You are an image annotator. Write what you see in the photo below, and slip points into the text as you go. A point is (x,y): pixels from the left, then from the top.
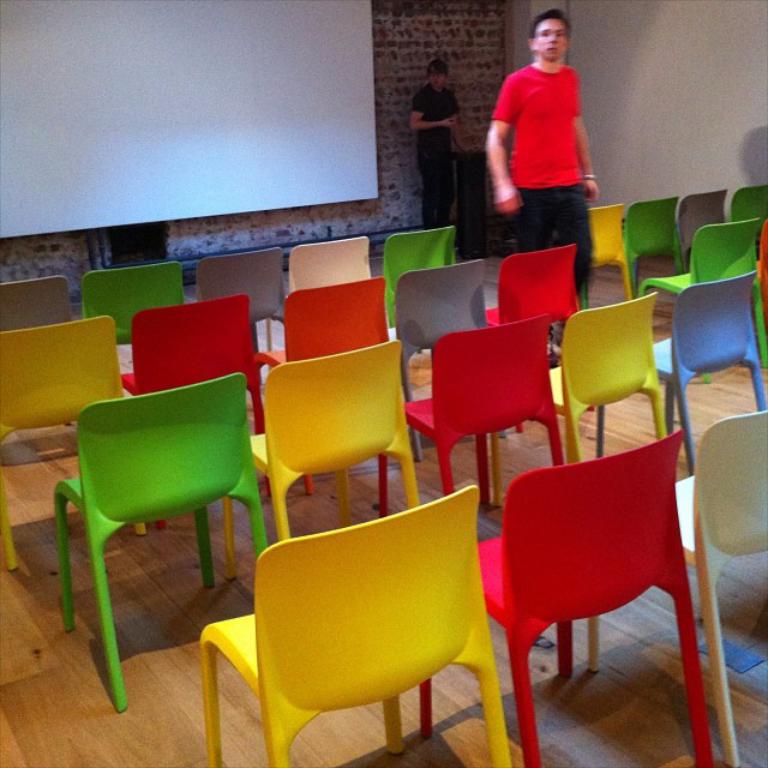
This is a picture taken in a room (280,390), there are chairs (538,304) are arranged on floor (140,729). The chairs (196,480) are in green, yellow, red and white color. A man (504,120) in red t shirt (538,145) was also standing on the floor (620,420). Behind the chairs (283,312) there is a projector screen (241,135) and a wall (670,104).
